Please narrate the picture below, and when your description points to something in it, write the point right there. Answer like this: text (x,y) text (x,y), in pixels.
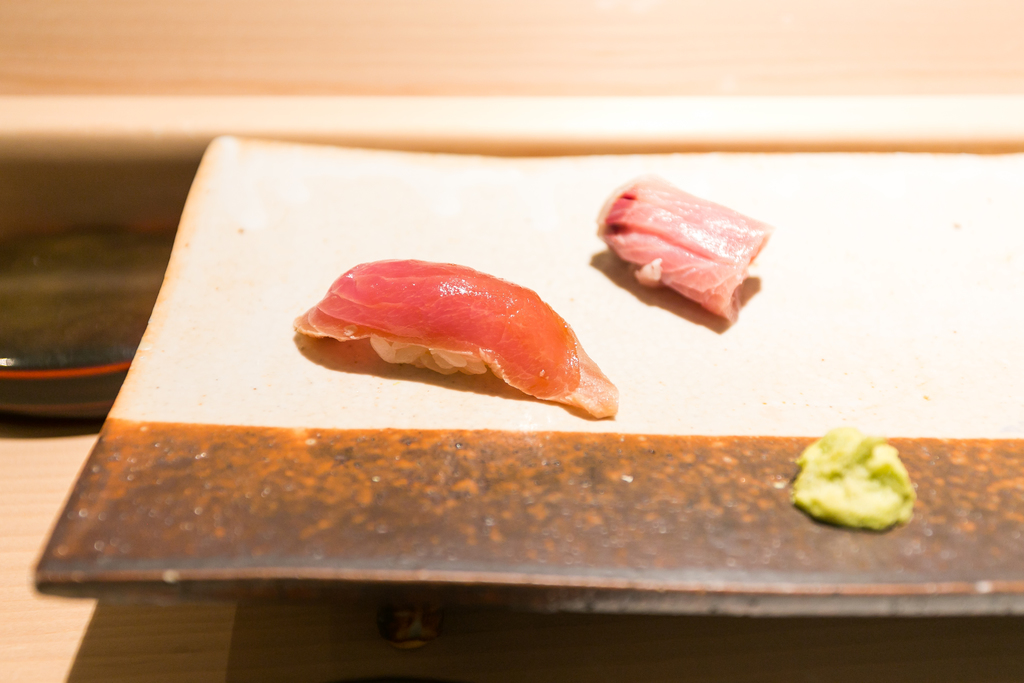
In this image there are some food items (488,284) served on plate (217,525) and kept on a table (6,610).
